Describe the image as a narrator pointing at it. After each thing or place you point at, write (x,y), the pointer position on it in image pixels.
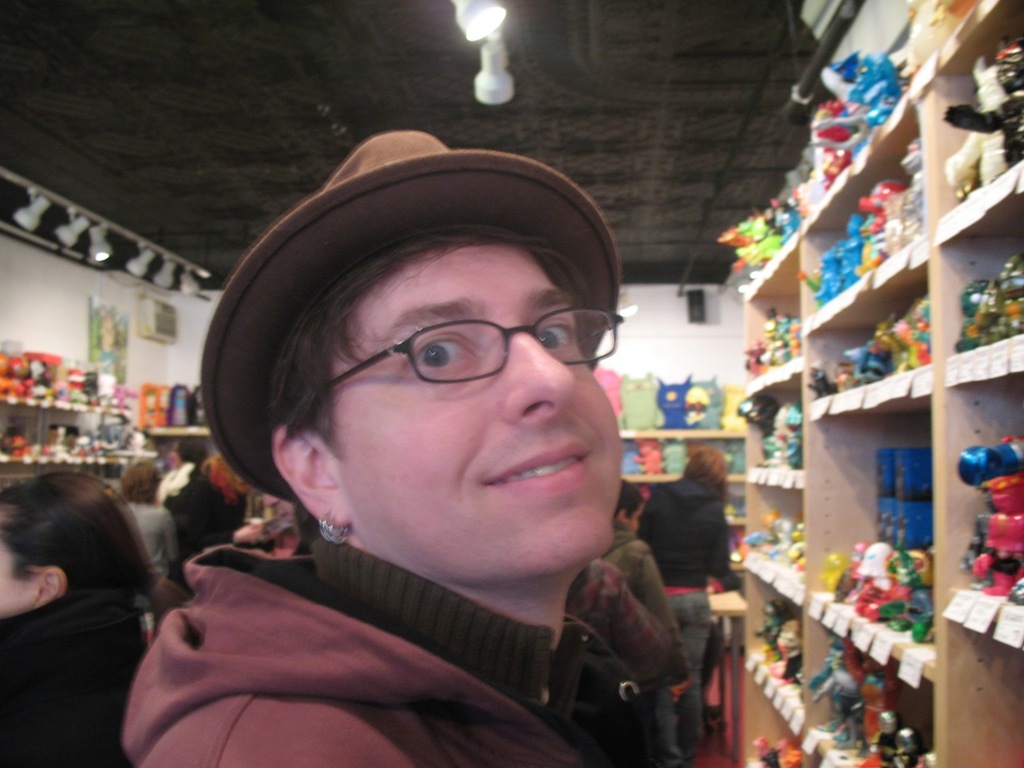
In the center of the image (461,271) we can see a person (471,515) wearing a hat (365,249). On the right (826,136) there is a shelf (826,136) and we can see goods (793,407) placed in the shelf (821,452). In the background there is a wall (65,351). At the top (499,78) is light (482,31) and we can see people (74,529).
